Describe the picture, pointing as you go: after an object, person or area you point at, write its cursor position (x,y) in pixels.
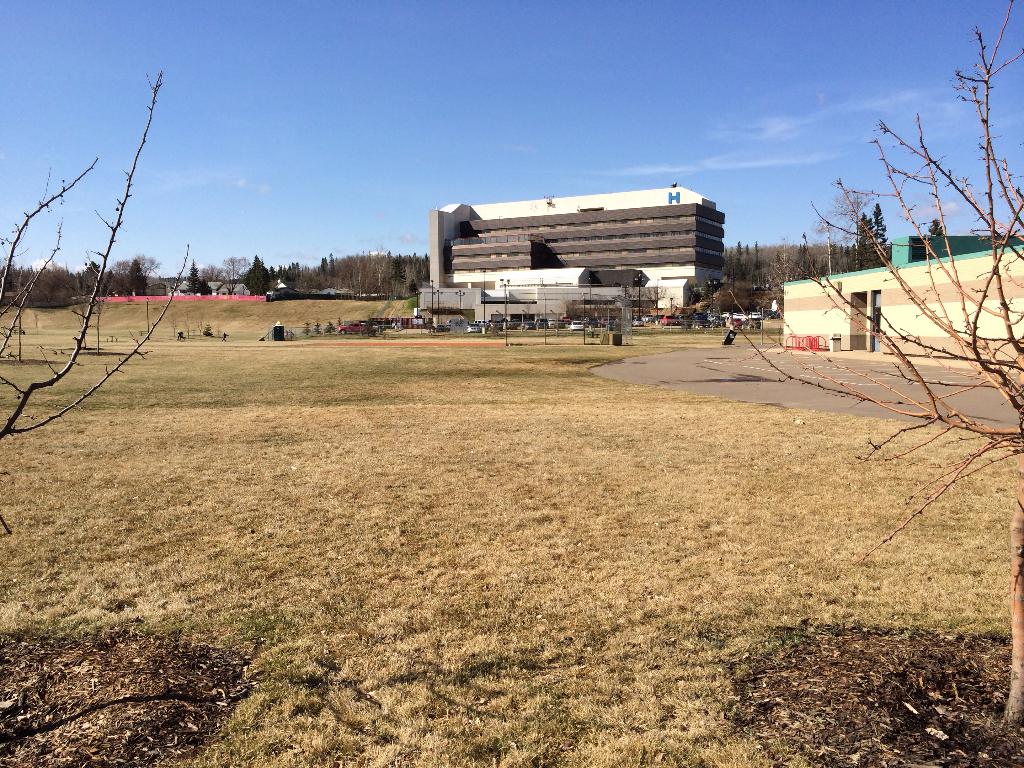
In this picture we can see grass (563,594) at the bottom (551,591), in the background (608,279) there are some buildings (593,262) and trees (390,278), we can see some poles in the middle (641,296), there is the sky (583,97) at the top of the picture (531,49).
